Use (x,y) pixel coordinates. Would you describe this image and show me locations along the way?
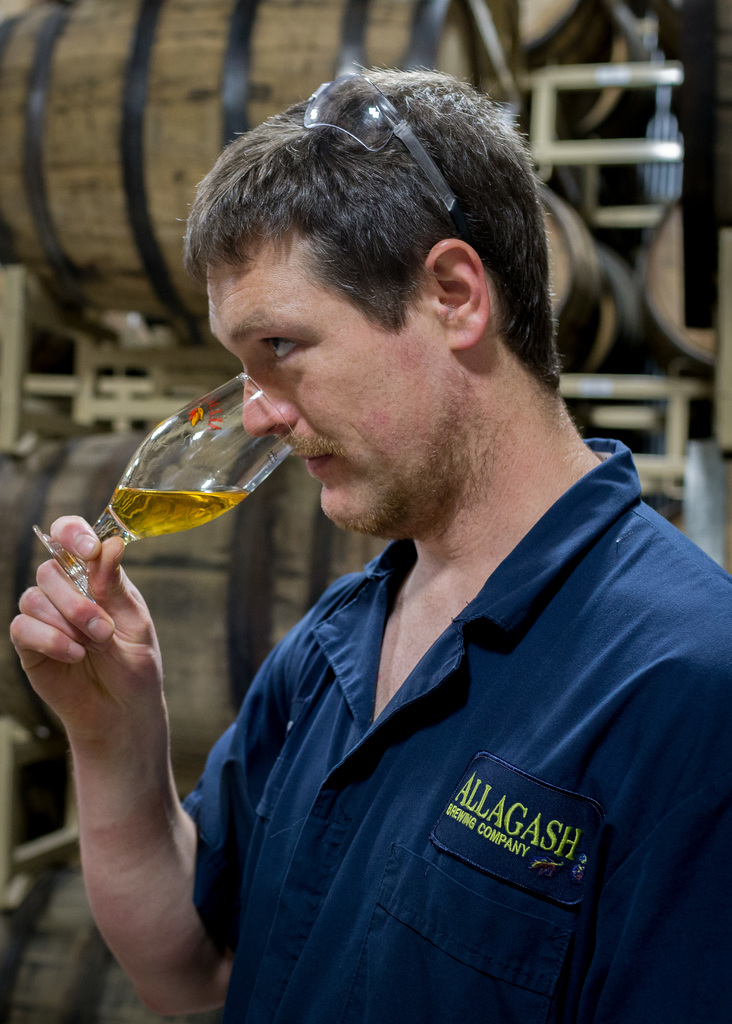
In this picture I can see a man (384,558) is holding a glass (203,488) in the hand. In the background (157,187) I can see wooden barrels (181,188).
